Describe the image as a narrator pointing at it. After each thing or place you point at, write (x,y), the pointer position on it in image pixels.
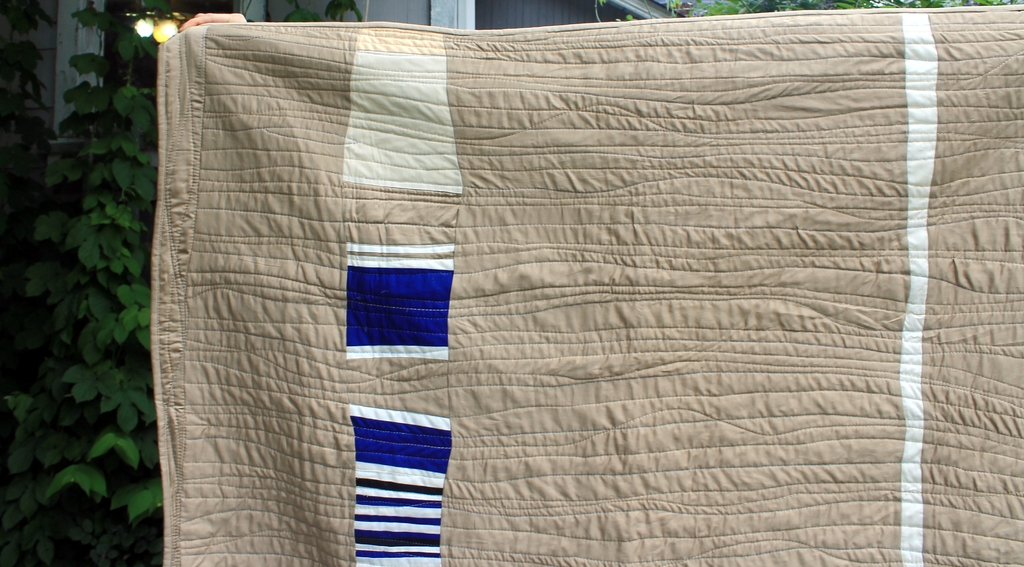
In this image there is a blanket (346,131), in the background (113,297) there are plants (135,149) and a house (633,6).
